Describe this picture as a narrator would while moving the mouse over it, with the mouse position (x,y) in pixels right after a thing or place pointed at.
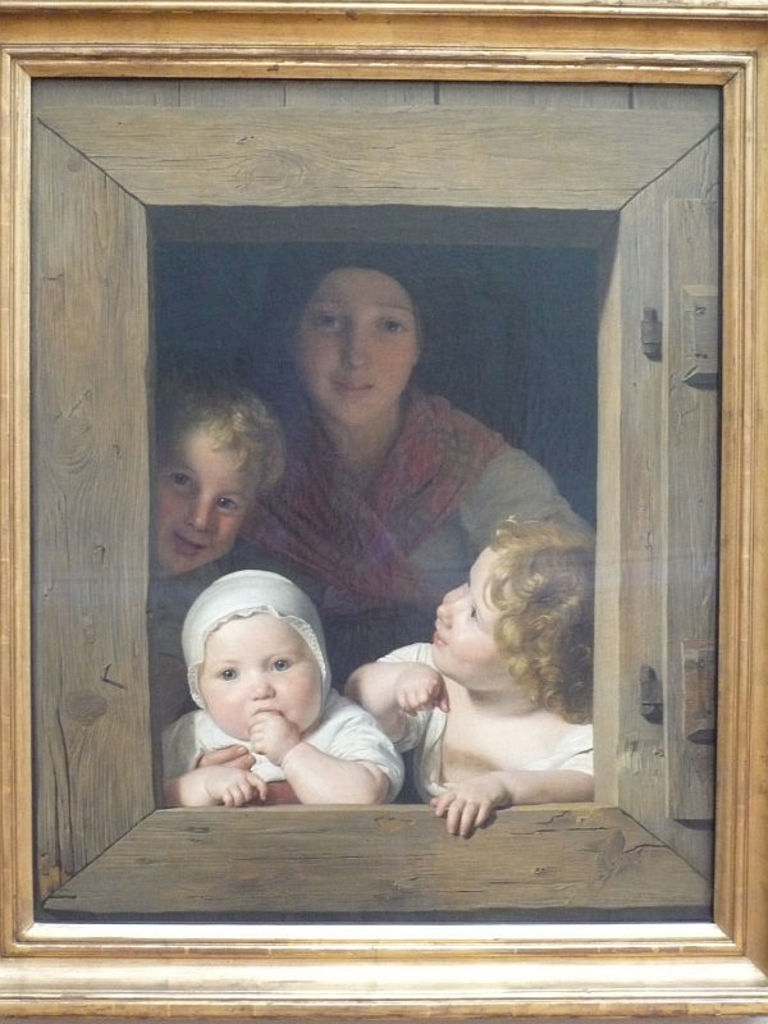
In this image we can see a painting (381,608) of a person (308,473) and three kids (383,721) and the frame (29,708) is of gold and wooden color.
